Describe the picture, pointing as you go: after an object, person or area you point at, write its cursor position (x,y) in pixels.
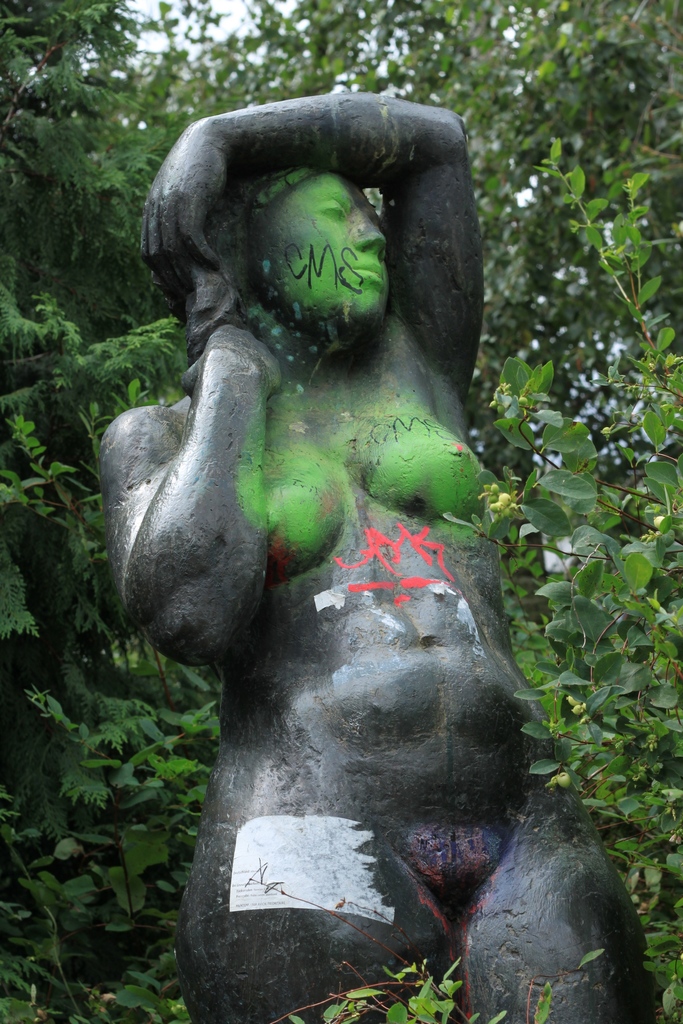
In this image I can see a black colored statue (331,649) of a person (134,446) and on it I can see a painting (263,423) with black and red color. I can see few trees (576,245) around the statue (368,144) and in the background (257,7) I can see the sky (148,15).
